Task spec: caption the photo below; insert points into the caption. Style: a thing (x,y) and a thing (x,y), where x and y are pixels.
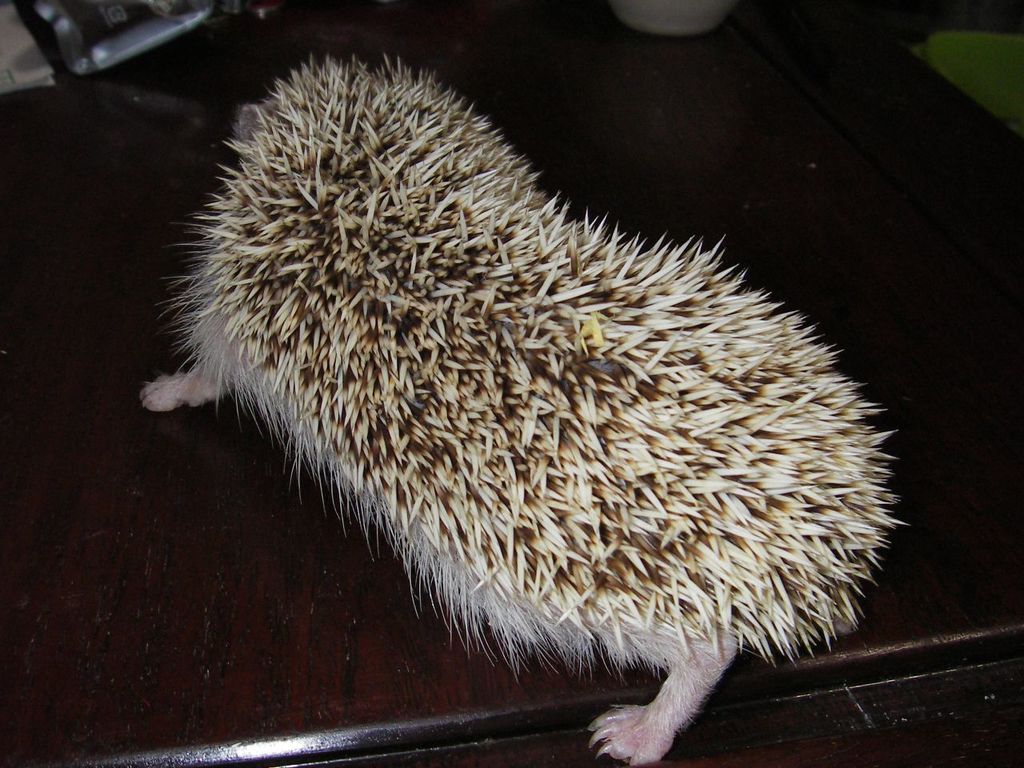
In this image I see a hedgehog (466,149) which is on the brown color surface (59,171) and I see that the hedgehog (420,334) is of white, cream and brown in color.
